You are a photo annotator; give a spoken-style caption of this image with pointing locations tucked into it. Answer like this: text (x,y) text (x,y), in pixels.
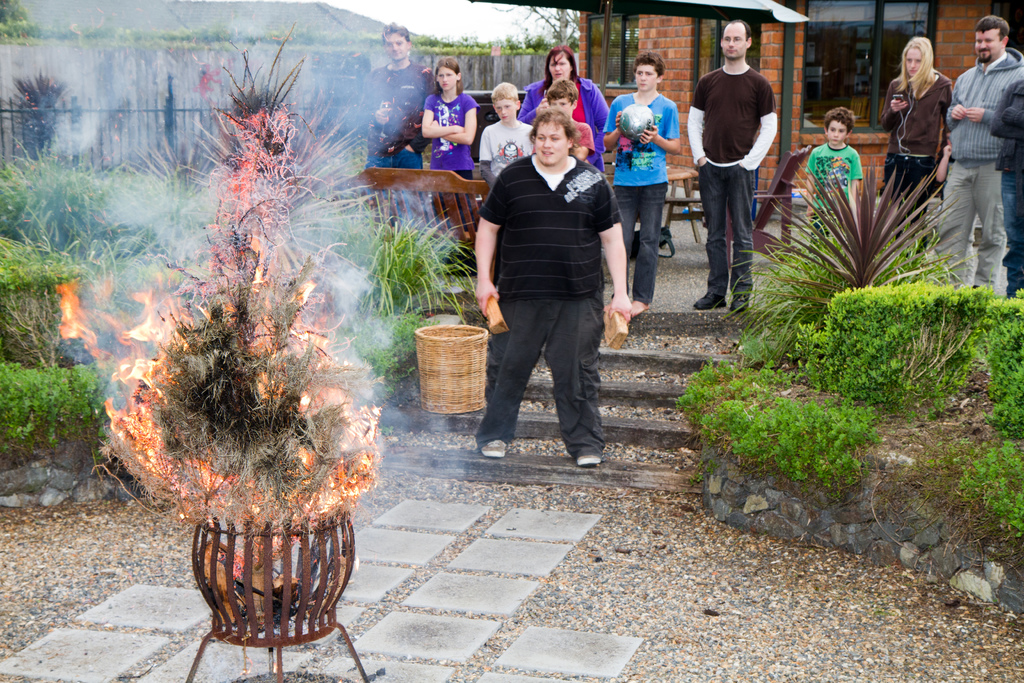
In this image, there is an outside view. There are some persons (834,180) wearing clothes (978,129) and standing in front of the fire (346,502). There is a person (544,323) in the middle of the image (544,288) holding blocks of wood (496,318) with his hands (623,304). There is a basket (446,393) in the middle of the image (459,368). There are some plants (718,407) on the right (904,313) and on the left side of the image (31,379). There is a house (672,79) in the top right of the image (791,42). There is a fencing (155,99) in the top left of the image (116,128).
